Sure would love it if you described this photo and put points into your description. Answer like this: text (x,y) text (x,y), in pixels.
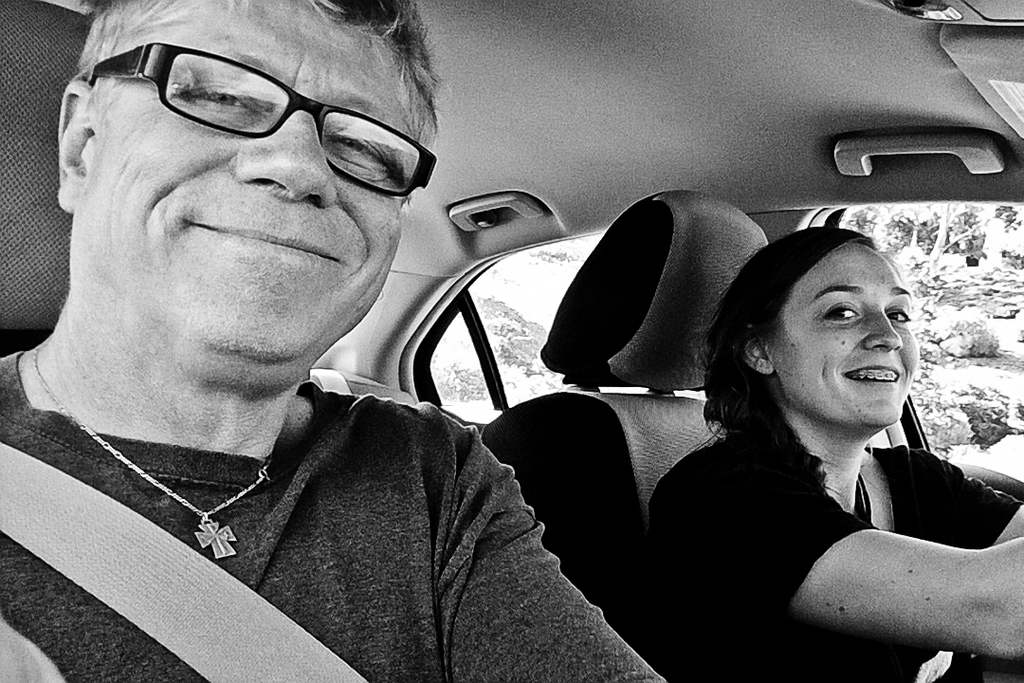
This is an inside view of a car (200,618). Here I can see a man (357,123) and a woman (856,570) are sitting on the seats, smiling and giving pose for the picture. Beside the woman (776,574) there is a window (961,328) through which we can see the outside view. This is a black and white image.
